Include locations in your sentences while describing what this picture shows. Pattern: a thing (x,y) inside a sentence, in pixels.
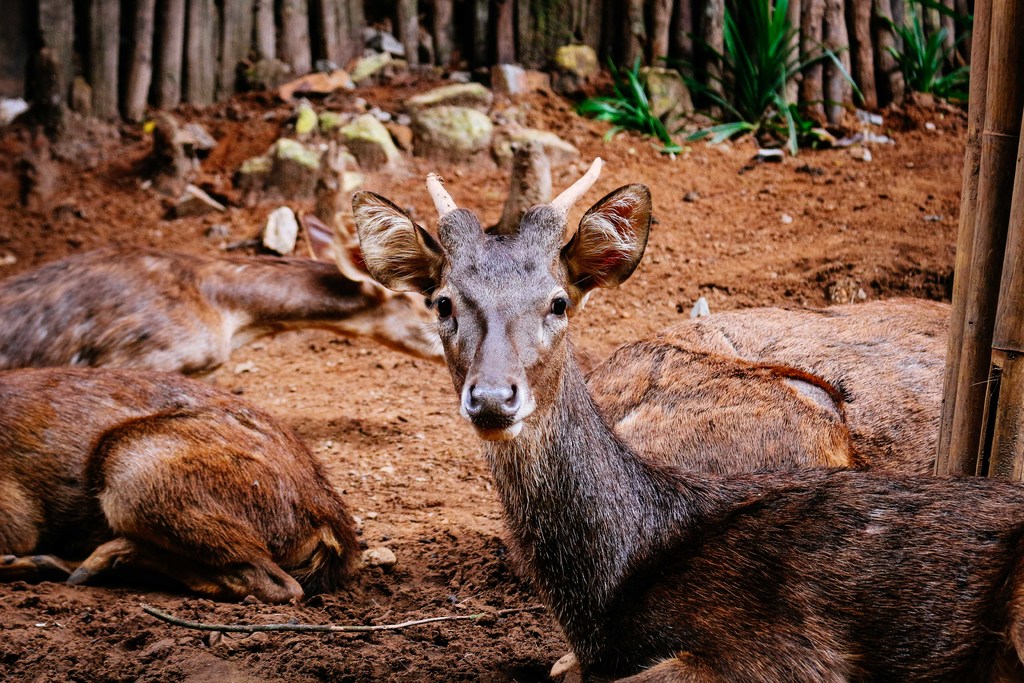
In this picture we can see deer (493,418) on the ground (454,430) and in the background (300,15) we can see wooden poles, plants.
